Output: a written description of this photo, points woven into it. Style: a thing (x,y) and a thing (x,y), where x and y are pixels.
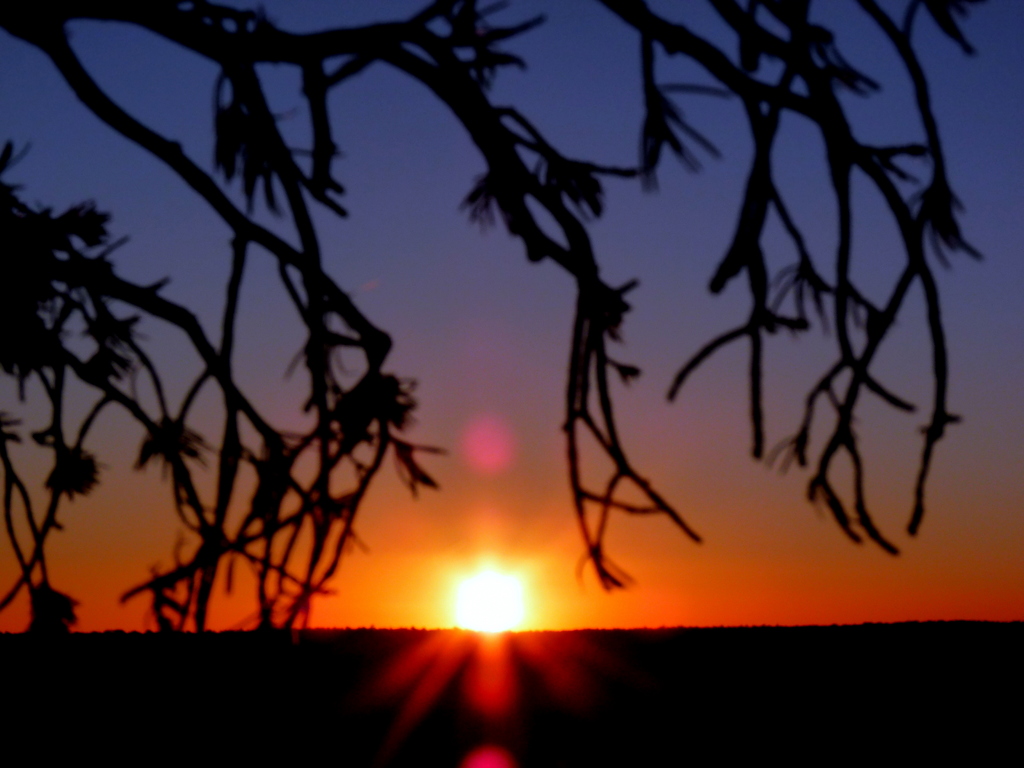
In this image we can see the branches (394,392) of a tree (154,381). In the background (351,557), we can see the sun (482,587) in the sky (437,590).
